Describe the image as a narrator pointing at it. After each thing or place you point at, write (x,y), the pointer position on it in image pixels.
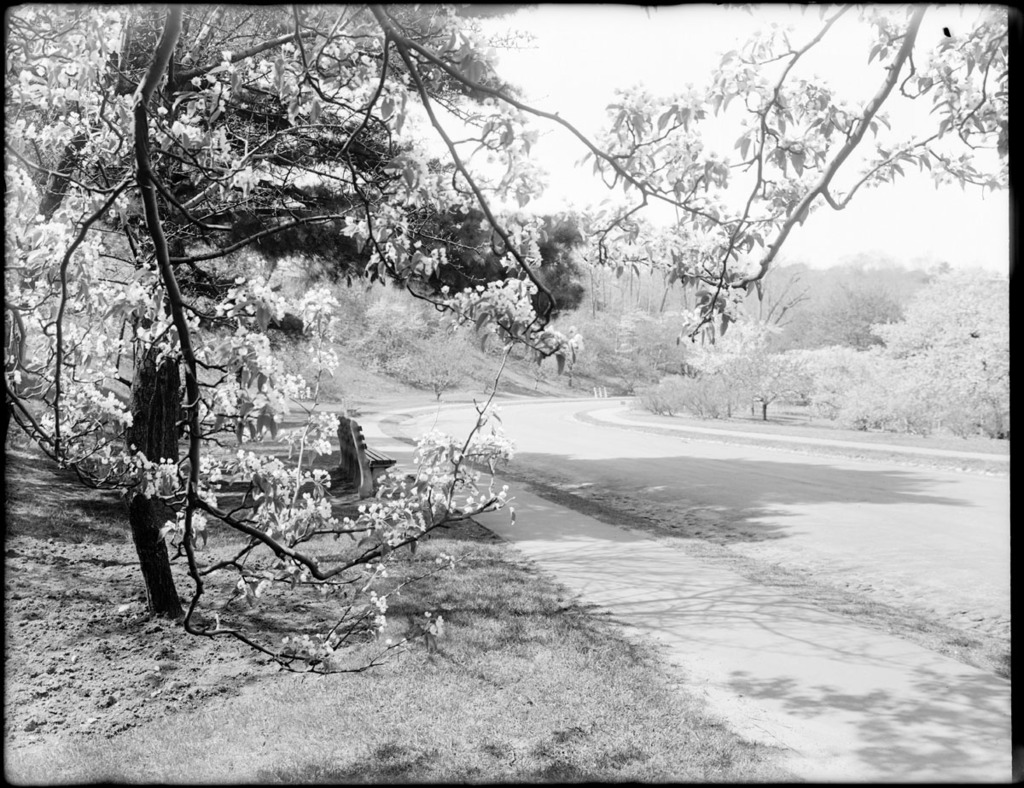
This is a black and white image. This picture is taken from the outside of the city. In this image, on the left side (180,253), we can see some trees (228,327) and plants (268,480). On the right side (801,351), we can also see some trees (813,378) and plants (862,371). At the top (570,56), we can see a sky (547,44), at the bottom (870,615), we can see a road (704,484) and a grass (359,649).
